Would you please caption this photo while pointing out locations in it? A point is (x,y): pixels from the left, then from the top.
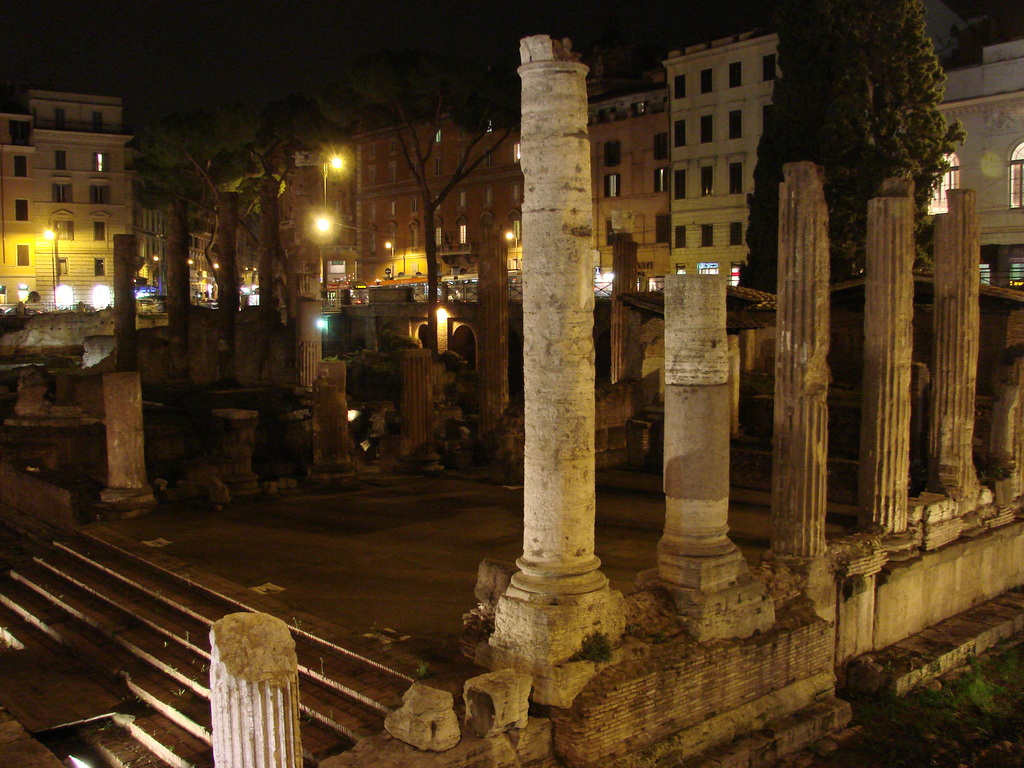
In the center of the image (432,326) we can see a buildings (745,180), trees (831,125), poles (327,169), lights (334,162), stairs (192,671) are present. At the top of the image (339,49) sky (353,36) is there. At the bottom right corner (930,732) ground (936,746) is present.
